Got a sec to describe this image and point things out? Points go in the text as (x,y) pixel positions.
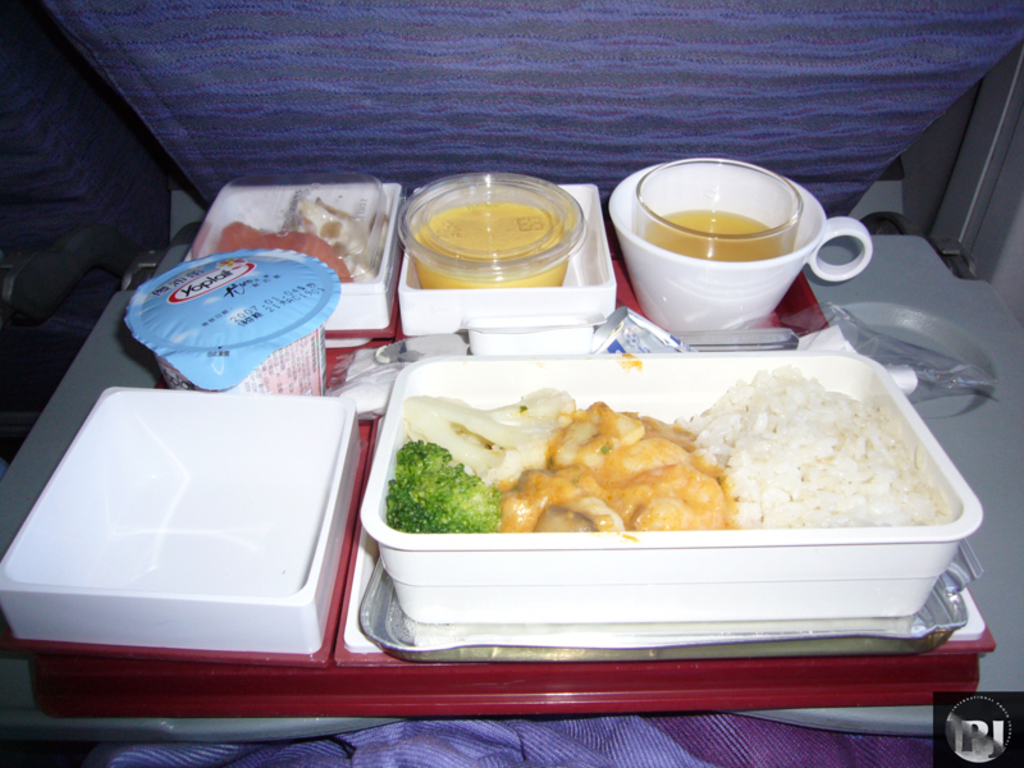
This picture shows food (410,503) in the box (752,614) and we see couple of bowls (375,245) and juice (768,251) in the cup (753,260) in the tray (15,650) on the table stand (1015,521).
